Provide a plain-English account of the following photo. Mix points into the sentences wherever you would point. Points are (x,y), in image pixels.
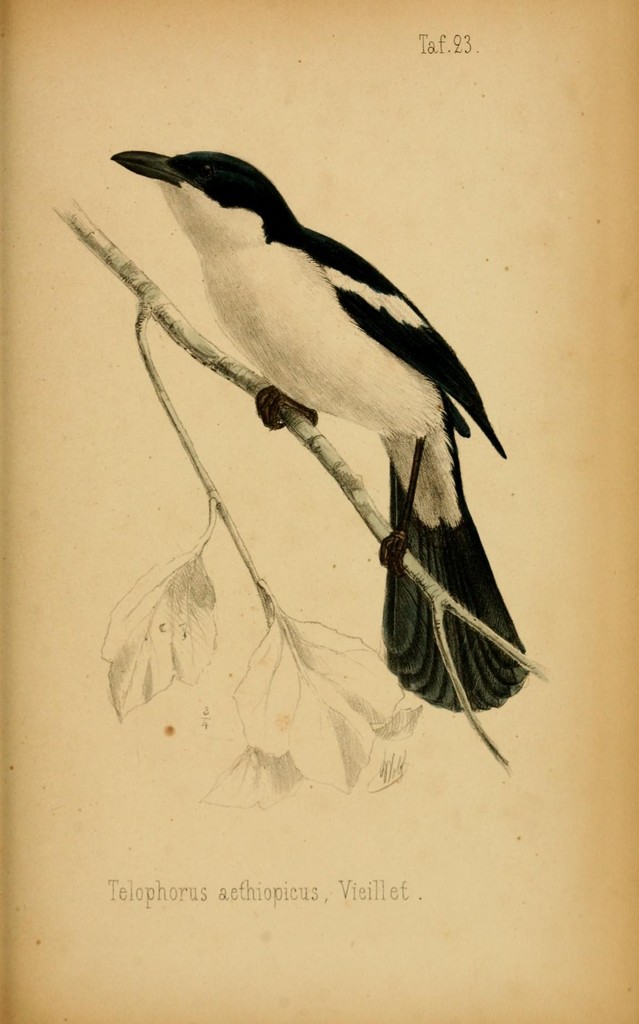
In this image I can see a bird (395,529) is sitting on the branch (383,525) of a tree (171,408), it is in black and white color.
